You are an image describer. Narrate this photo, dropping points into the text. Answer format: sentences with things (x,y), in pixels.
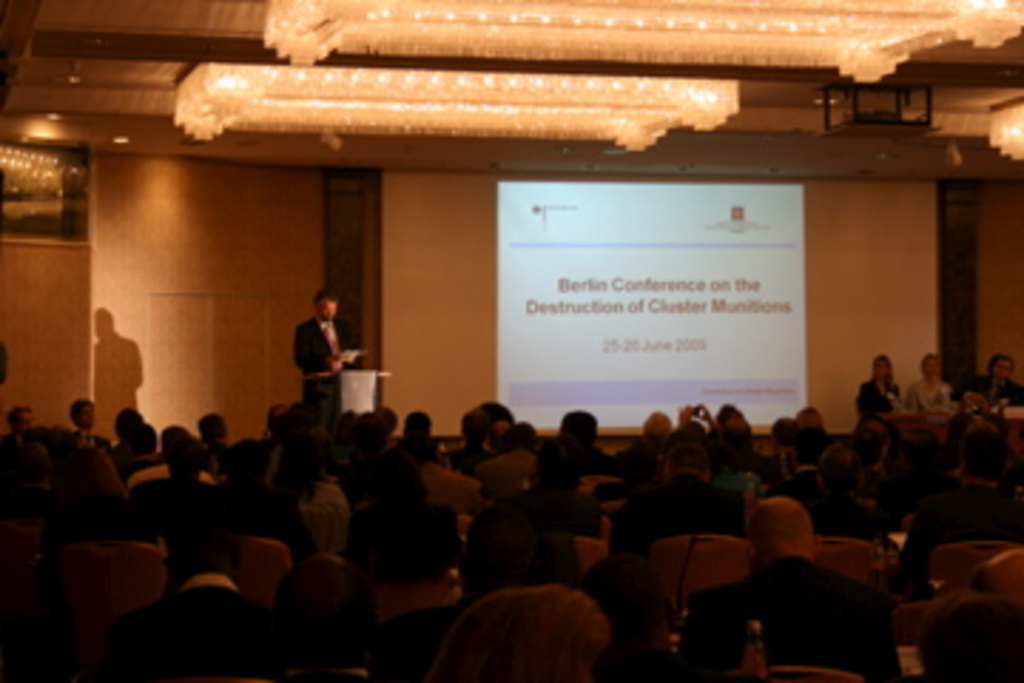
In this picture we can see a man (308,353) standing near to a podium (347,398). This is a screen (621,290). Here we can see people (492,627) sitting on the chairs (731,549). At the right side of the picture (988,400) we can see three people (938,404) on the platform (937,418).
